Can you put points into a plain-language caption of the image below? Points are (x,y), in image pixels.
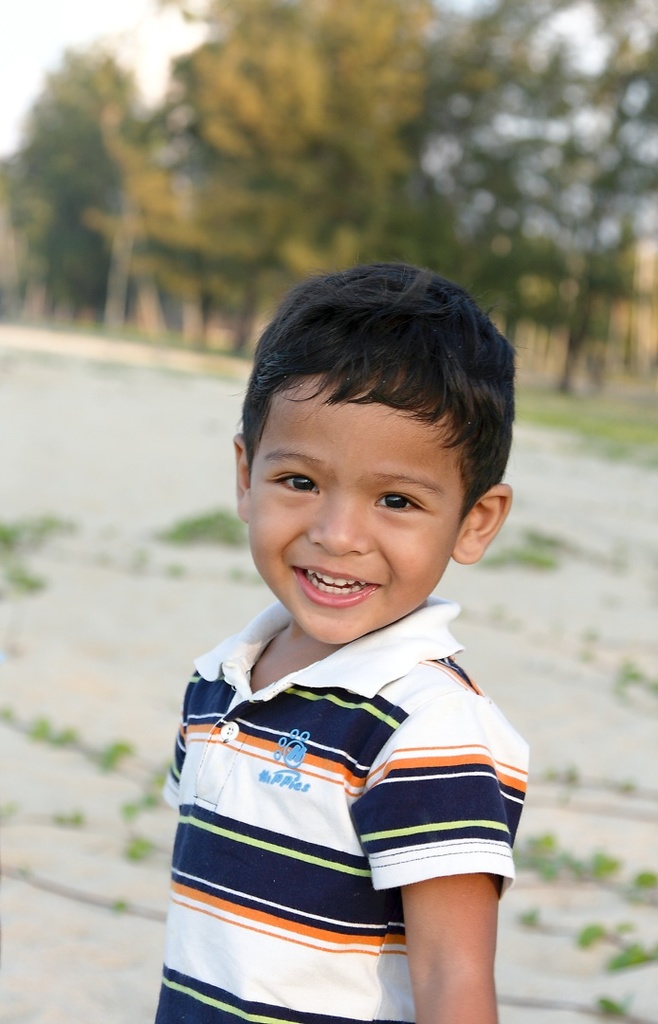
In this image I can see a kid (401,585). In the background (315,229), I can see the trees (310,144).
